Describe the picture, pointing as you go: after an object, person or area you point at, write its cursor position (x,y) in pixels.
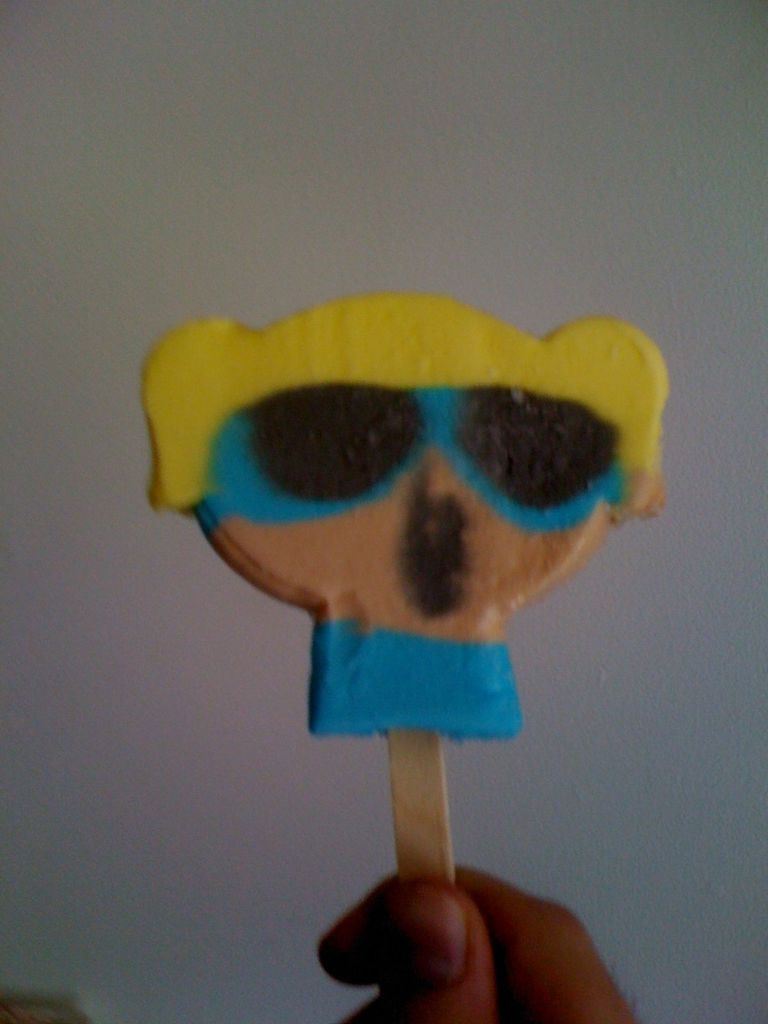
In this image I can see a human hand (554,923) is holding the ice cream (390,572) in the shape of a cartoon girl (449,501).
